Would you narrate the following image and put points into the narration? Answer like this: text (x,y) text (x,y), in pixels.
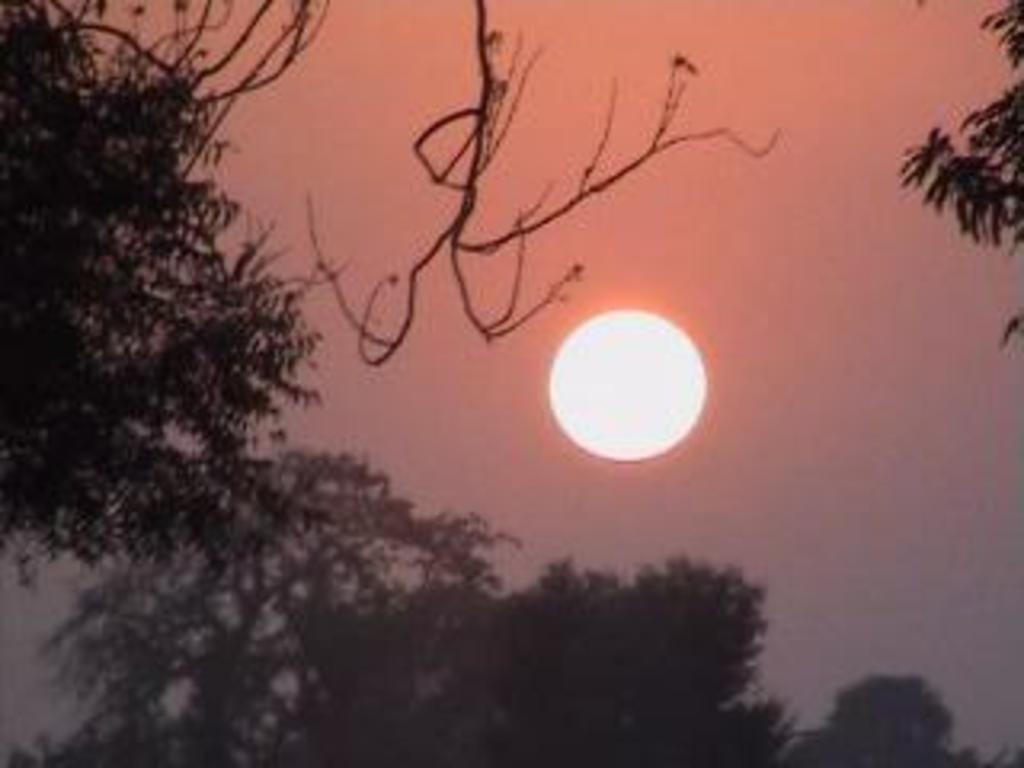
In this picture we can see trees (342,638) here, in the background (823,484) there is sky (818,510), we can see the Sun (625,427) here.
